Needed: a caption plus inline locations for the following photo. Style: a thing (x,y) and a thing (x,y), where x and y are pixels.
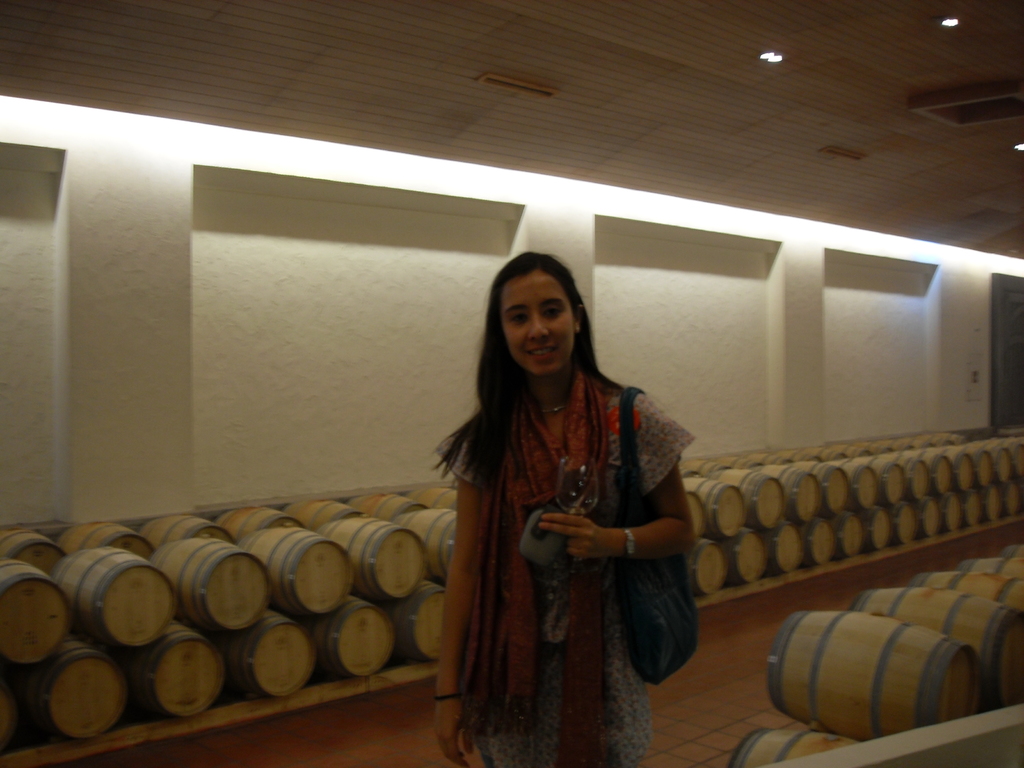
In this picture we can see a woman (590,525) is standing and smiling, she is carrying a bag (662,588), in the background (907,590) there are barrels (908,593), we can see lights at the top of the picture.
